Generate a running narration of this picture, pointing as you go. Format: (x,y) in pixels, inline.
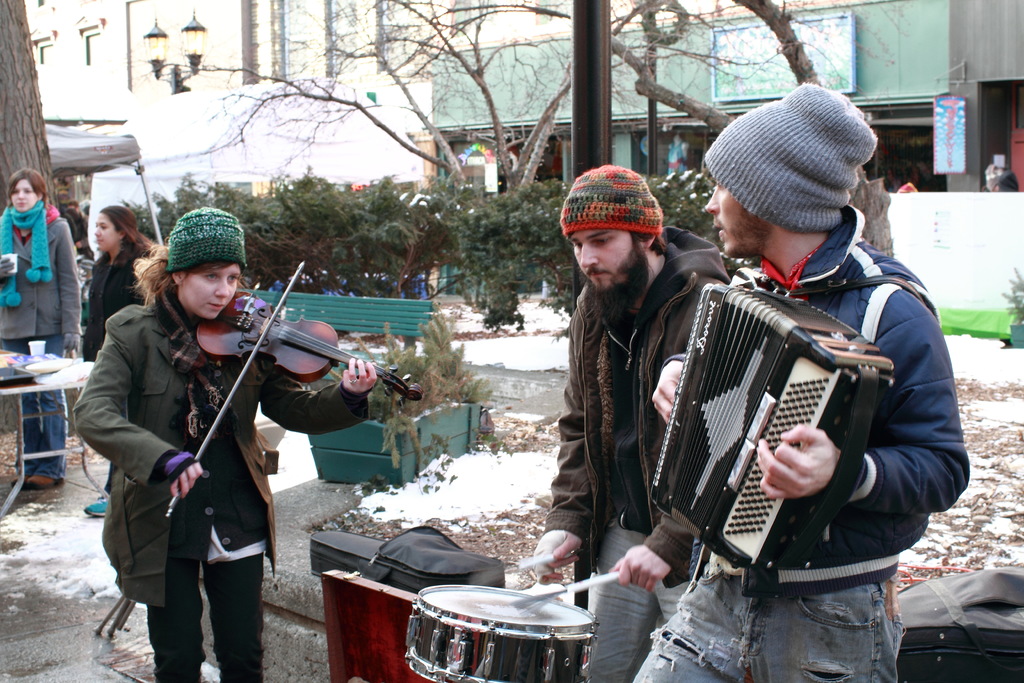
people (179,298) are standing on the roadside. there are 3 people (625,613) at the front (592,615). the person (246,447) at the left (200,419) is playing violin (281,323). the person (628,404) at the center (633,363) is playing drums (492,617). the person (751,610) at the right (776,336) is playing accordion (840,337) which is black in color. they are wearing woolen caps (599,206). at the left (37,311) there are 2 people (98,288) standing. behind them there is green bench (397,317), trees (312,203), buildings (719,86).
